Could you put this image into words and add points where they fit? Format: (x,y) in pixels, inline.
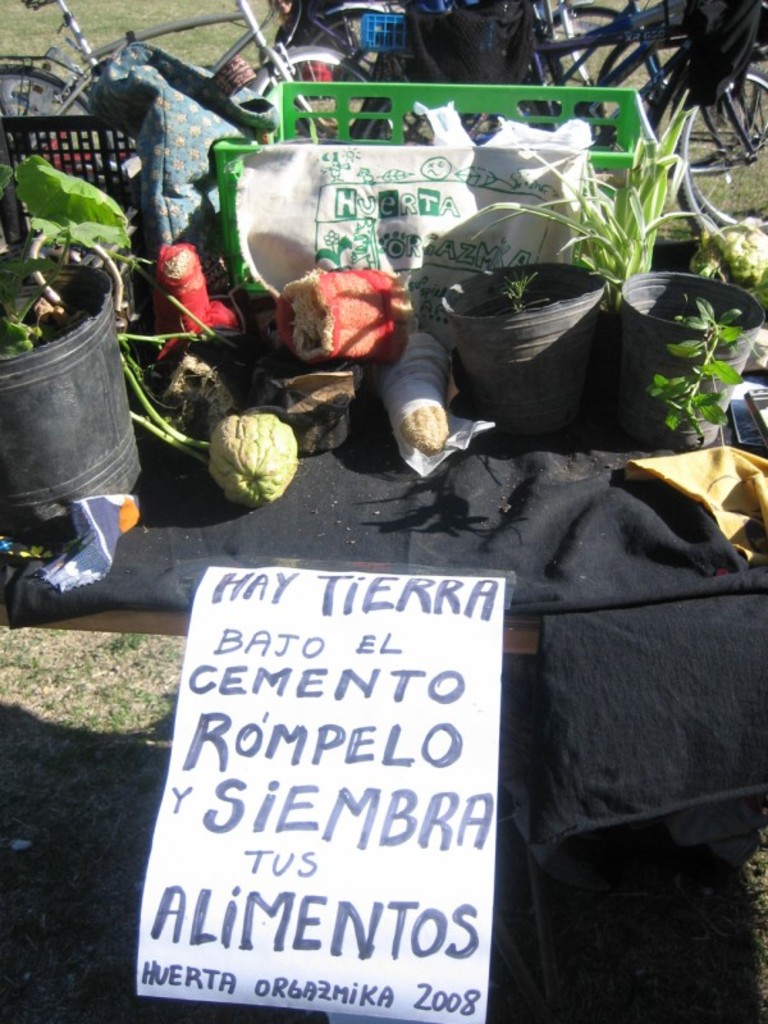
In this image we can see pots (583,363), vegetables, carry bags (305,199), plastic container (400,120), bicycles (439,53), black color cloth (641,537) and one poster (332,802) on the grassy land (116,684).
